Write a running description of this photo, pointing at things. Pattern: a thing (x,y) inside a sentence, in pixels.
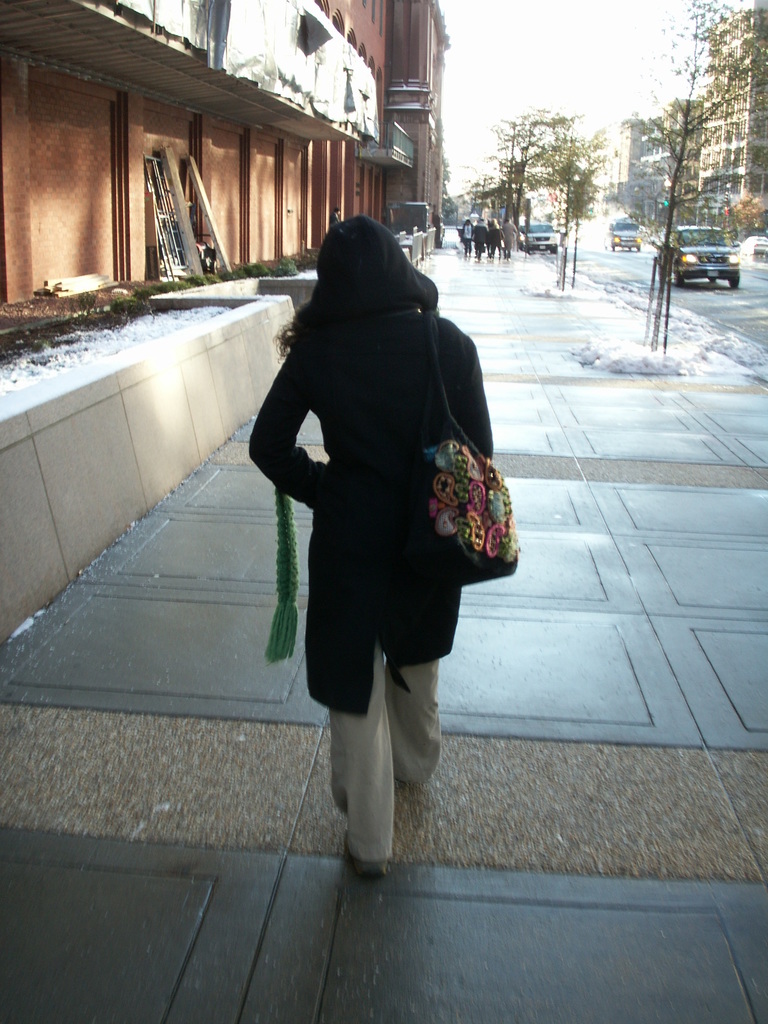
In this picture I can see a person (413,674) walking in the middle (413,570), on the left side (92,37) there are buildings (360,149), in the background (633,268) few vehicles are moving on the road (645,268) and there are trees (584,200), at the top (580,61) there is the sky (584,65).
